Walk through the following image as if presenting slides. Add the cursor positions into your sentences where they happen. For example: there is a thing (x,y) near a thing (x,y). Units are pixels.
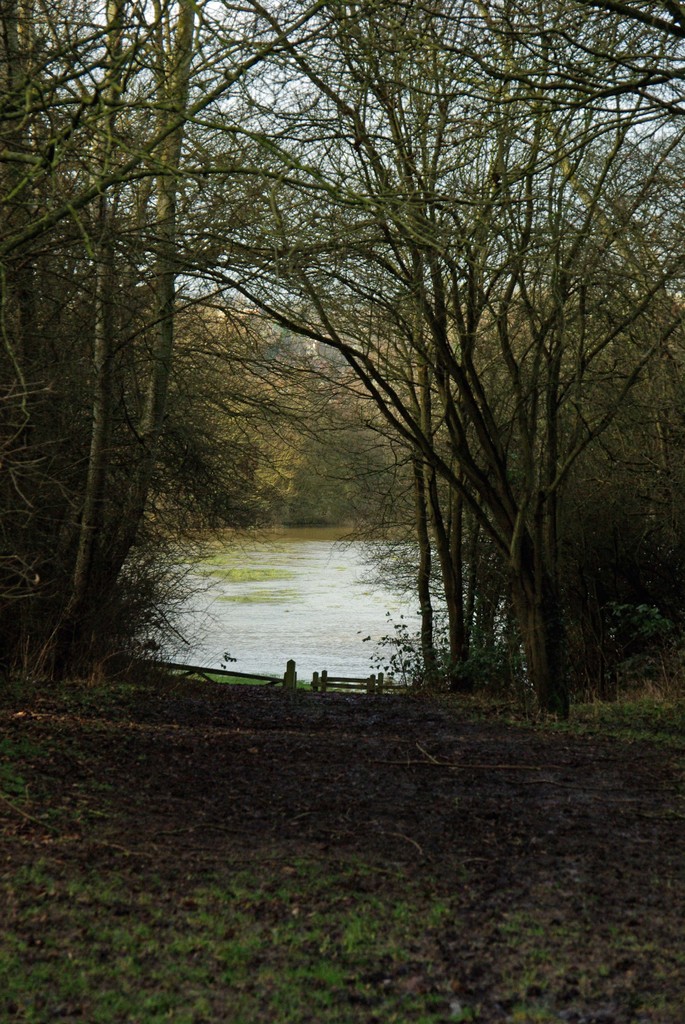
In this picture we can observe a lake (296,628). There is a fence (333,680) on the ground (257,690). We can observe some trees (254,416). In the background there is a sky (385,159).
